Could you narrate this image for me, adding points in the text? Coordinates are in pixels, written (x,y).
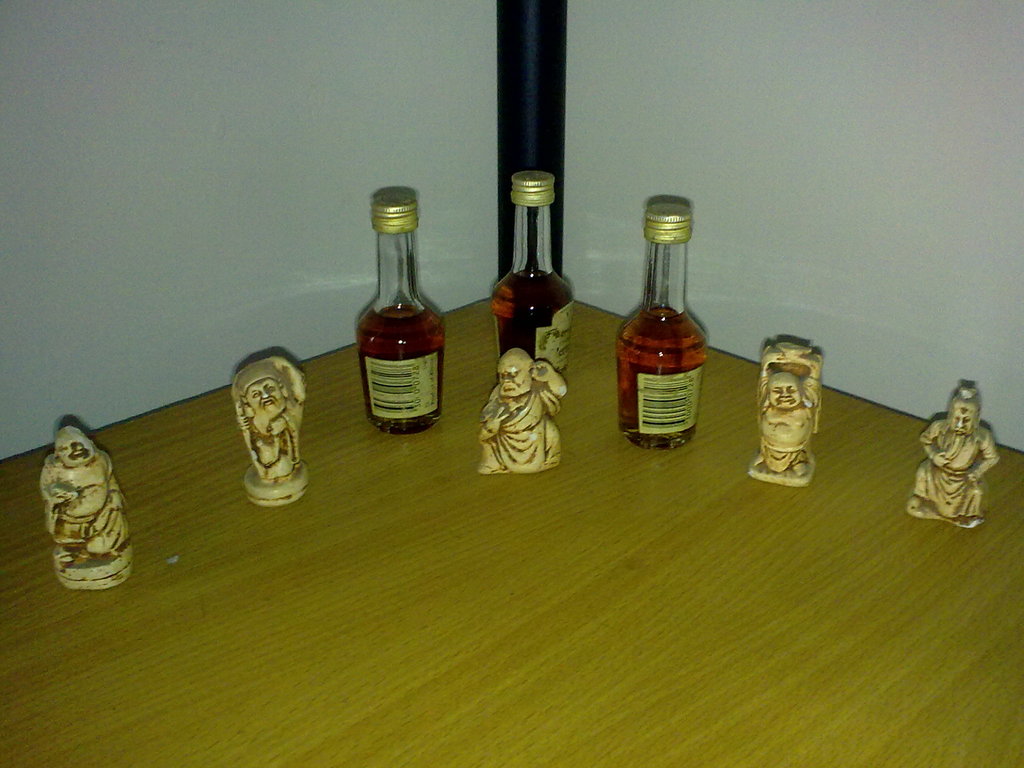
There are three bottles (679,227) and some sculptures (80,447) on a table (625,553).
